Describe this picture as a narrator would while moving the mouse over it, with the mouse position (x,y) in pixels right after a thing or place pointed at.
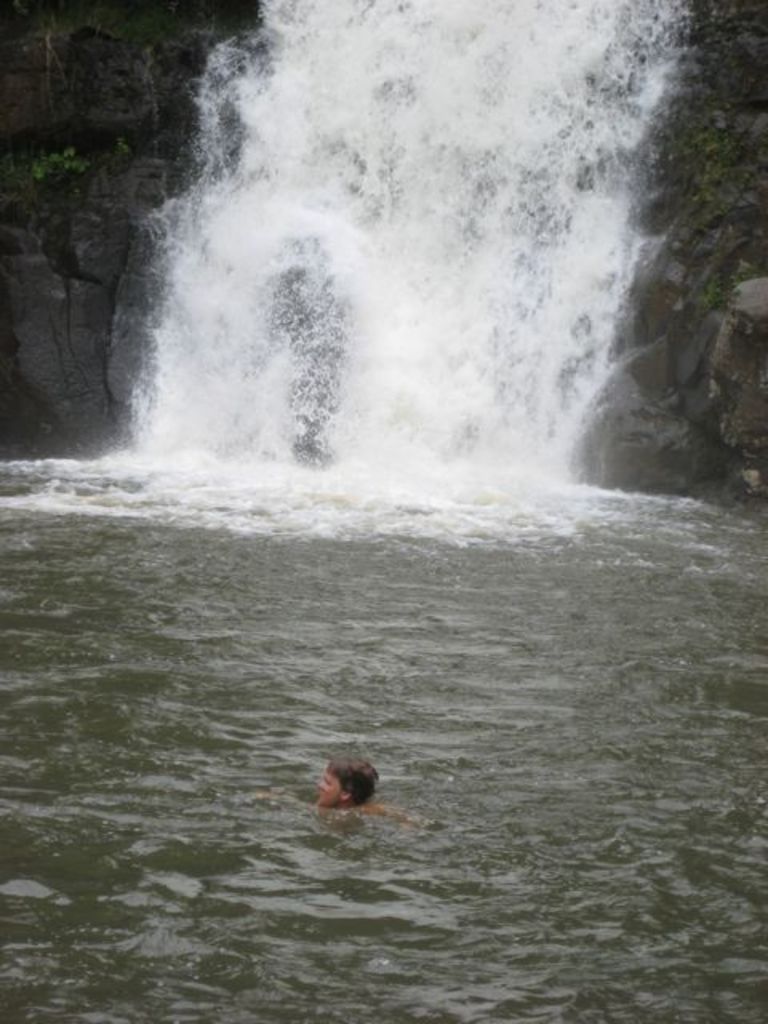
In this image we can see a man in a water body (263,809). We can also see the water flow (428,393), some plants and the rock (117,401).
